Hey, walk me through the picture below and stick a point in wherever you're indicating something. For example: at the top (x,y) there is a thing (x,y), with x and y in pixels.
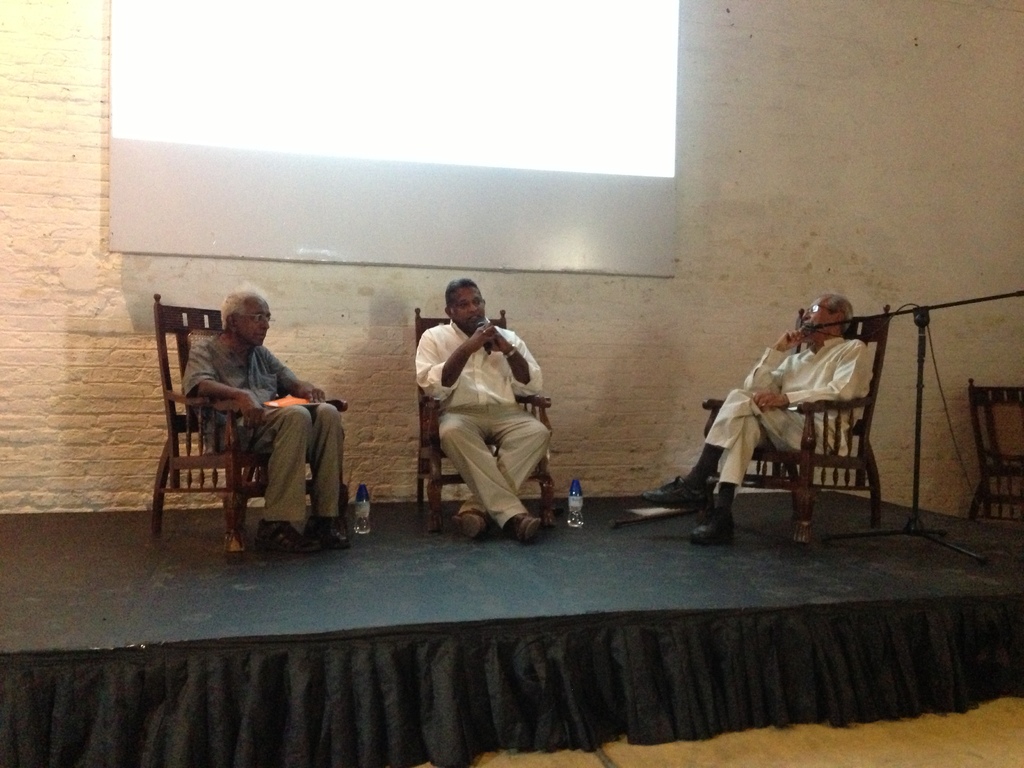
There are three persons (836,351) sitting on the chairs (551,501). These are the bottles (365,496) and this is floor (632,582). On the background (742,242) there is a wall (351,361) and this is screen (509,82).
